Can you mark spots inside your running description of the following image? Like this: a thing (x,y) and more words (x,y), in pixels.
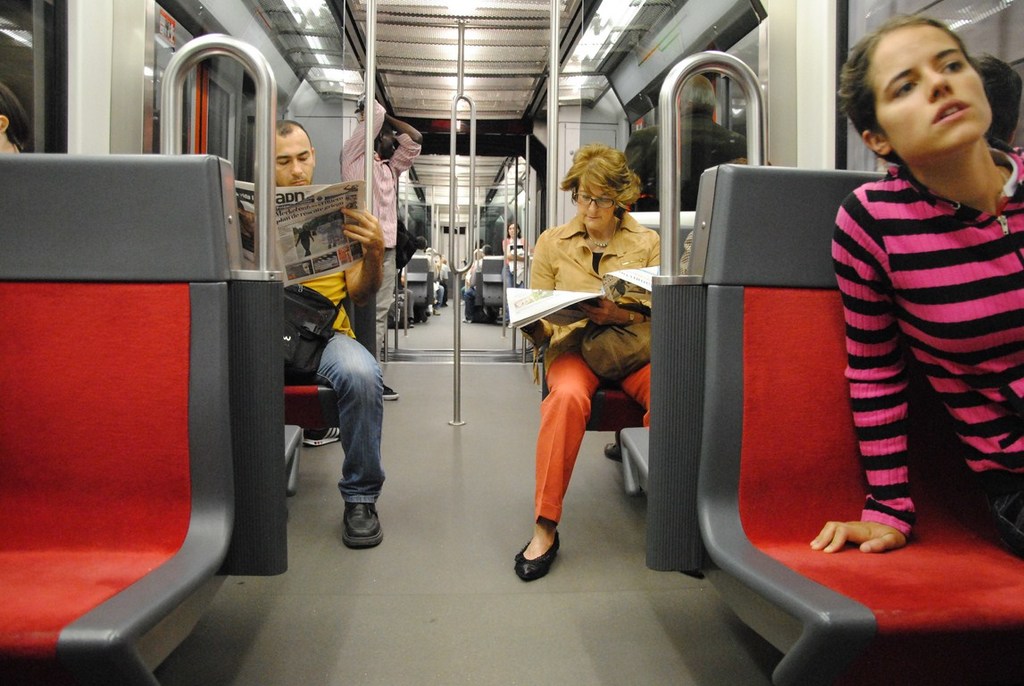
There are many people (864,219) sitting on the train (176,367). A person (387,142) is standing here. Two persons (317,274) are reading newspaper (280,223). On the top (473,29) there are lights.
